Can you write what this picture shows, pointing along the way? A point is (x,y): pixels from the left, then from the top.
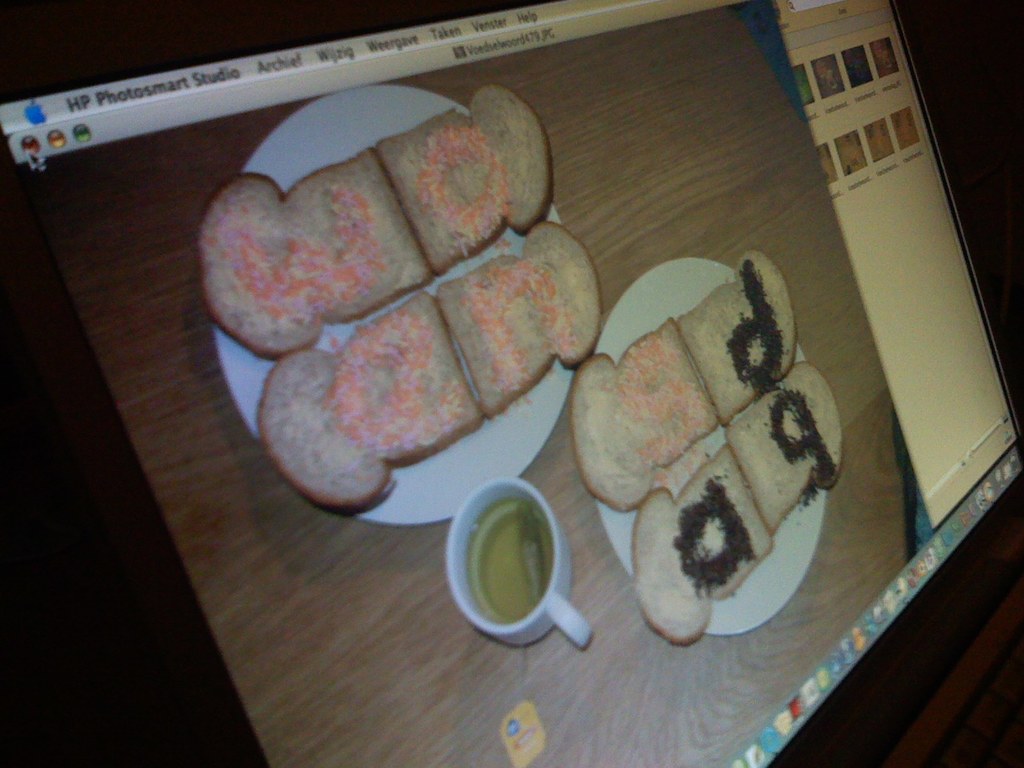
In this image there is a monitor screen (399,369).
